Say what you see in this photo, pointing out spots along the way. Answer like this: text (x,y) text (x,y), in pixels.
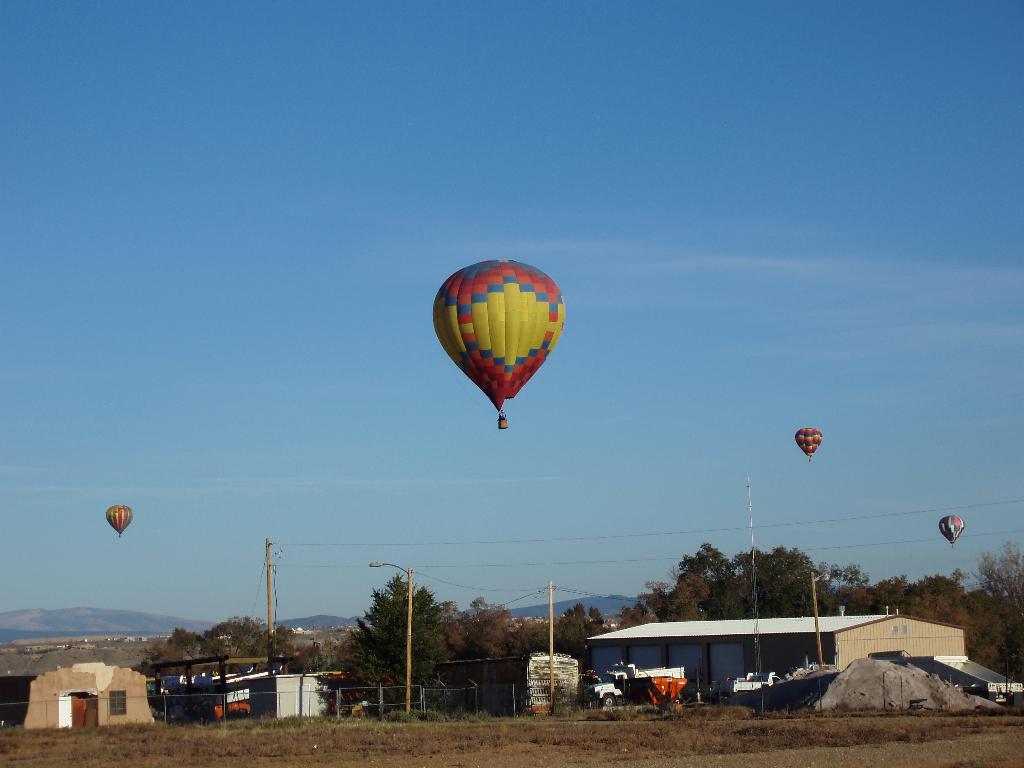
In this picture we can see there are hot air balloons (458,360). Under the hot air balloons (121,509), there are houses (710,660), poles (550,649), electric poles (376,564) and cables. At the top of the image (364,162), there is the sky (399,204).
